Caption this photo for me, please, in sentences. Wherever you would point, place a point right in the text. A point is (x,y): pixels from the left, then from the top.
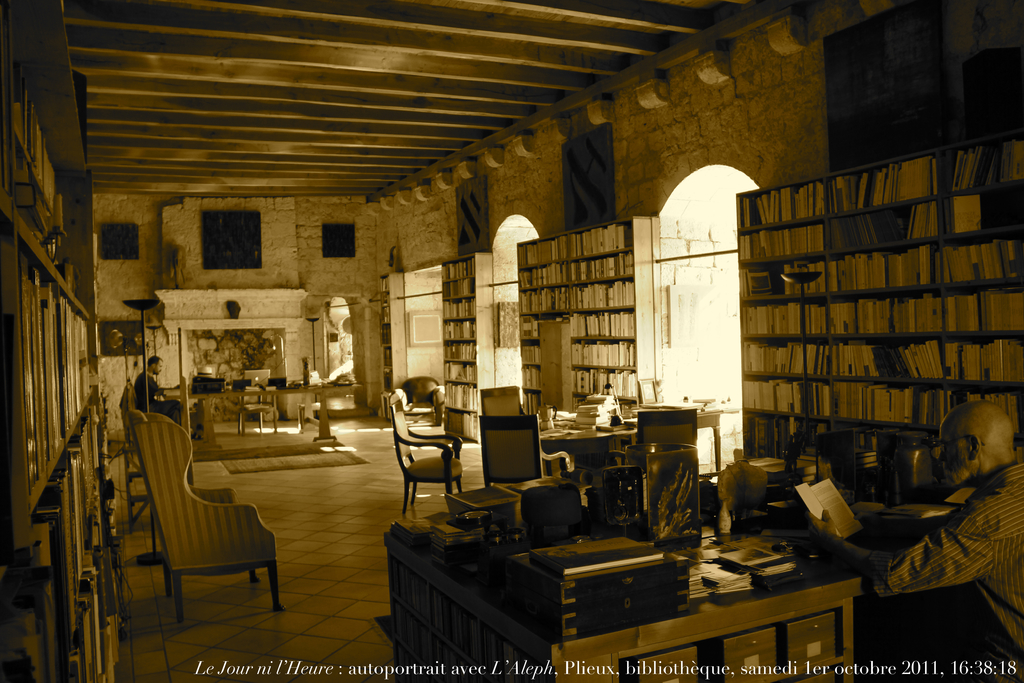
Racks (585,290) are filled with books (31,360). Floor (363,465) with mat (285,465). This are chairs (428,438). On this table (285,389) there is a laptop (255,379), box (590,578), book (624,565) and things (912,514). This man (970,505) and this man (159,406) are sitting on a chair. This man (987,538) is holding a book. Pictures (882,141) on wall (149,221).
